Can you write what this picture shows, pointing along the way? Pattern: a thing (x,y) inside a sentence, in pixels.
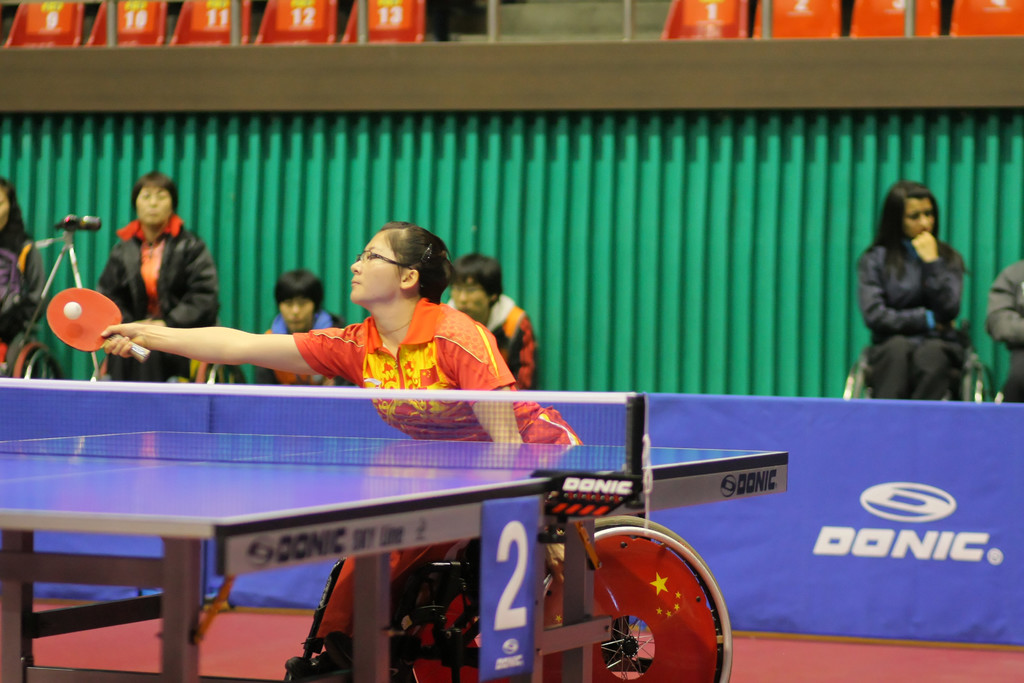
Behind to the hoarding (878,527) we can see few persons (937,296) sitting and standing. At the top (736,29) we can see empty chairs (877,22). Here we can see a women (450,357) on a wheelchair (670,547) playing a table tennis.
